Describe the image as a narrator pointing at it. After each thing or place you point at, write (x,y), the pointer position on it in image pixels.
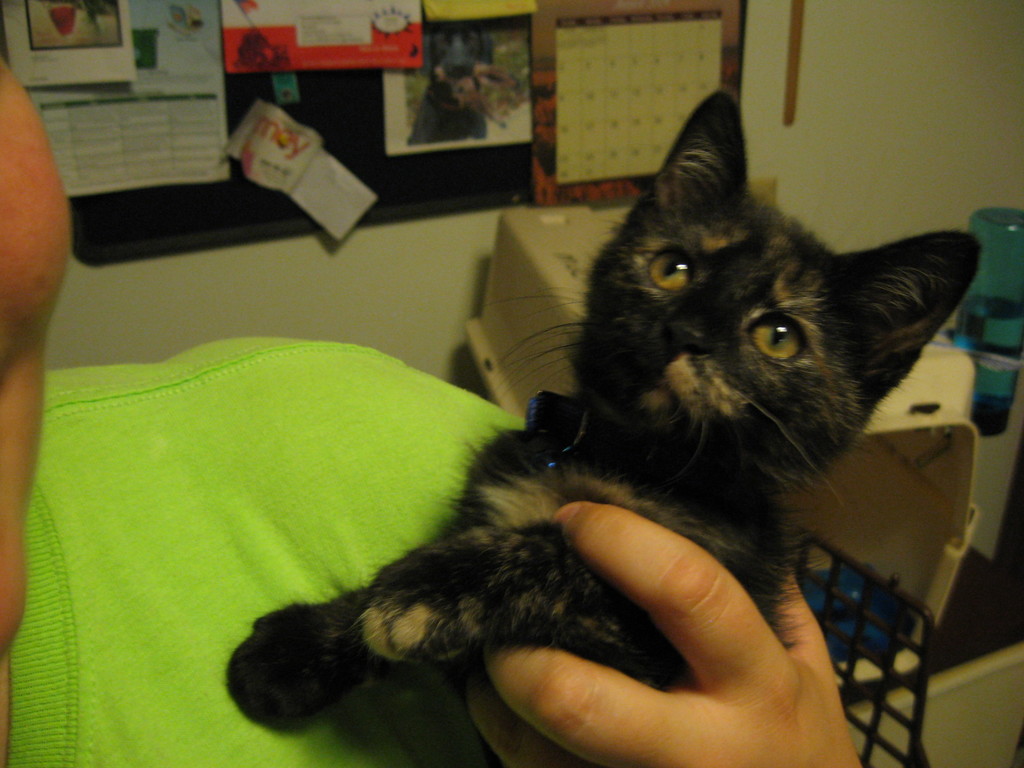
This image consists of a person (397,499) holding a cat (516,555). The cat (431,635) is in black color. In the background (998,22), there is a wall (270,248) on which there is a board (198,232) is fixed. On the board (338,130) there are many posters (258,120) and frames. To the right (934,464), there is bottle (995,398) along with a plastic box (871,463).
